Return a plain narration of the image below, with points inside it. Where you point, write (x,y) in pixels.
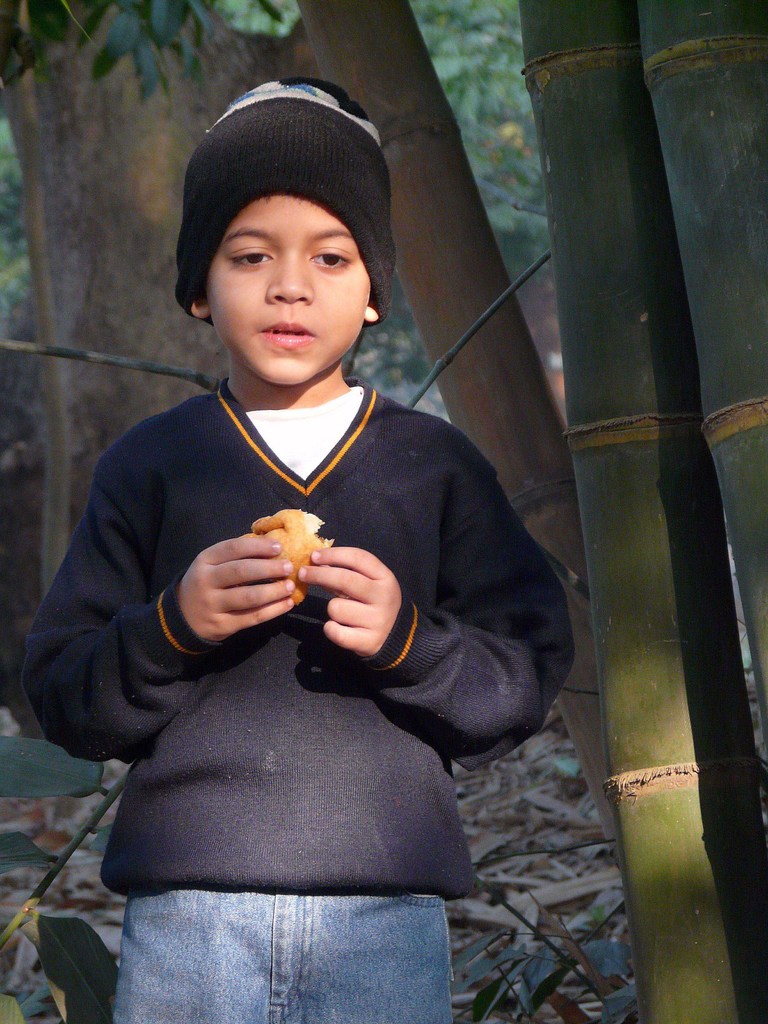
In front of the image there is a boy (295,345) holding the food item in his hand (233,599). Behind him there are trees (711,946). At the bottom of the image (470,830) there are dried leaves (525,885) on the surface (549,963).
